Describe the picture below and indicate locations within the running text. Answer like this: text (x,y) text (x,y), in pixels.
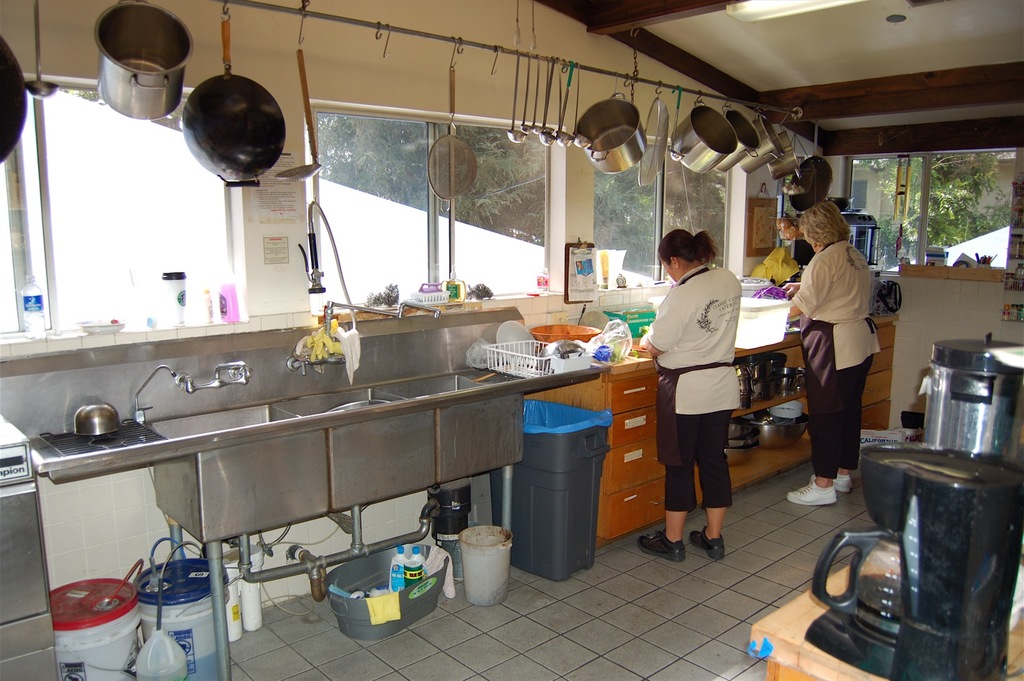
In the foreground (620,312) I can see a kitchen cabinet (627,459), tray (526,371), vessels (575,352) and two persons (670,347) are standing on the floor (643,554). On the right (878,453) I can see a machine (962,633). In the left (323,474) I can see a wash basin (270,501) and boxes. At the top (734,124) I can see utensils (764,141) are hanged on the rod (557,58) and a rooftop (765,79). This image is taken during a day.
